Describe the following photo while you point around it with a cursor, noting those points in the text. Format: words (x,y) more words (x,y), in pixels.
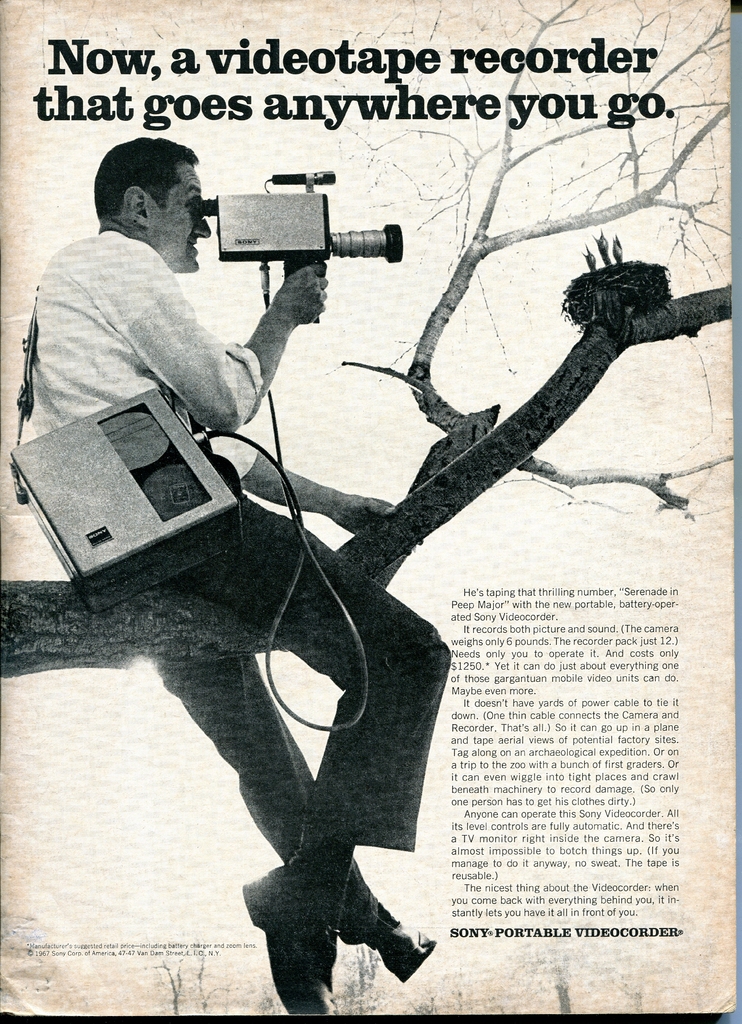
In this picture this is a paper (142,572) and on the paper (191,534) we can see a man (336,582) is sitting on a branch (105,619) and holding a camera (233,237) and on the branch (582,361) there is a nest (624,278) and birds (606,256) and on the paper (603,284) it is written something.
